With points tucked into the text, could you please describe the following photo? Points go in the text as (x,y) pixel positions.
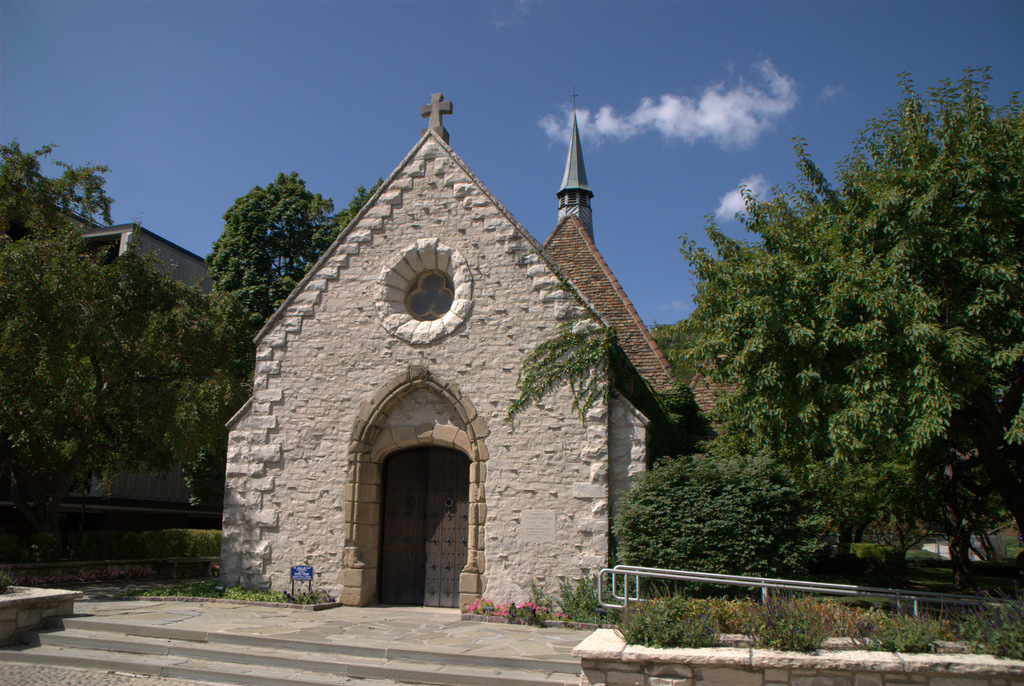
In front of the image there is a church building (374,337) with a closed wooden door (444,486) and there is a window (435,279), at the top of the building (414,204) there is a cross symbol (433,107), behind the building (381,278) there are a few other buildings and trees (857,423), in front of the building (408,486) there is a display board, plants (571,612) with flowers (532,612), metal rod fence (633,588) and stairs (186,645).
